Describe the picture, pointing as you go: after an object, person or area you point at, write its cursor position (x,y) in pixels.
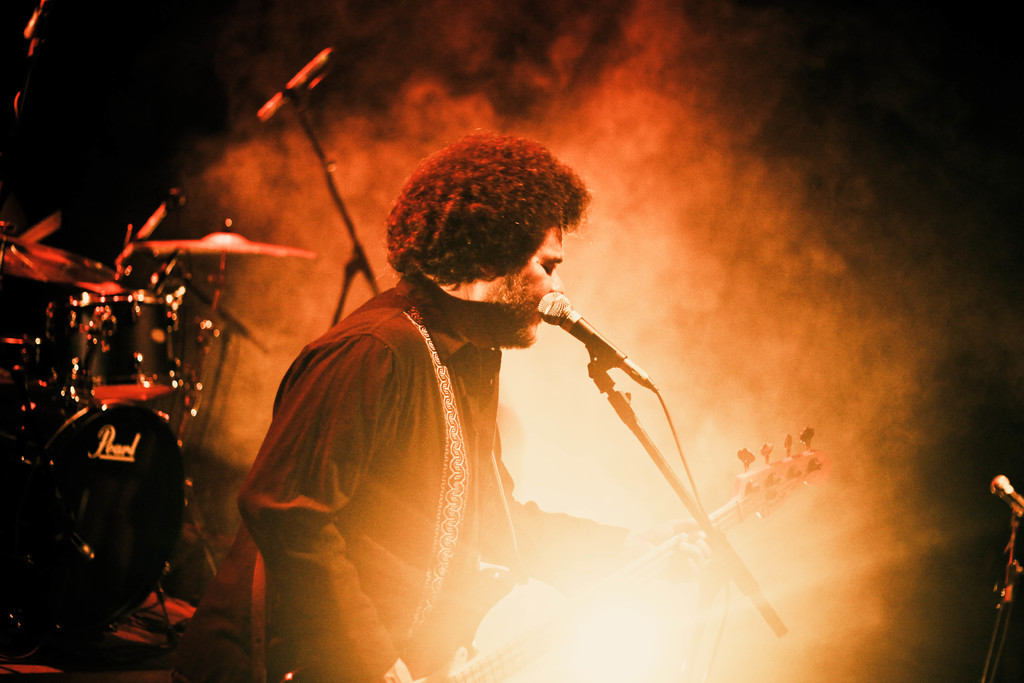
In this image in the foreground (444,393) there is one man (527,223) who is holding a guitar (768,499), and in front of him there is a mike (548,321). And in the background (218,432) there are some drums (89,547) and fog (272,187), on the right side (1015,501) there is a mike (1004,490) and there is a dark background (914,162).
